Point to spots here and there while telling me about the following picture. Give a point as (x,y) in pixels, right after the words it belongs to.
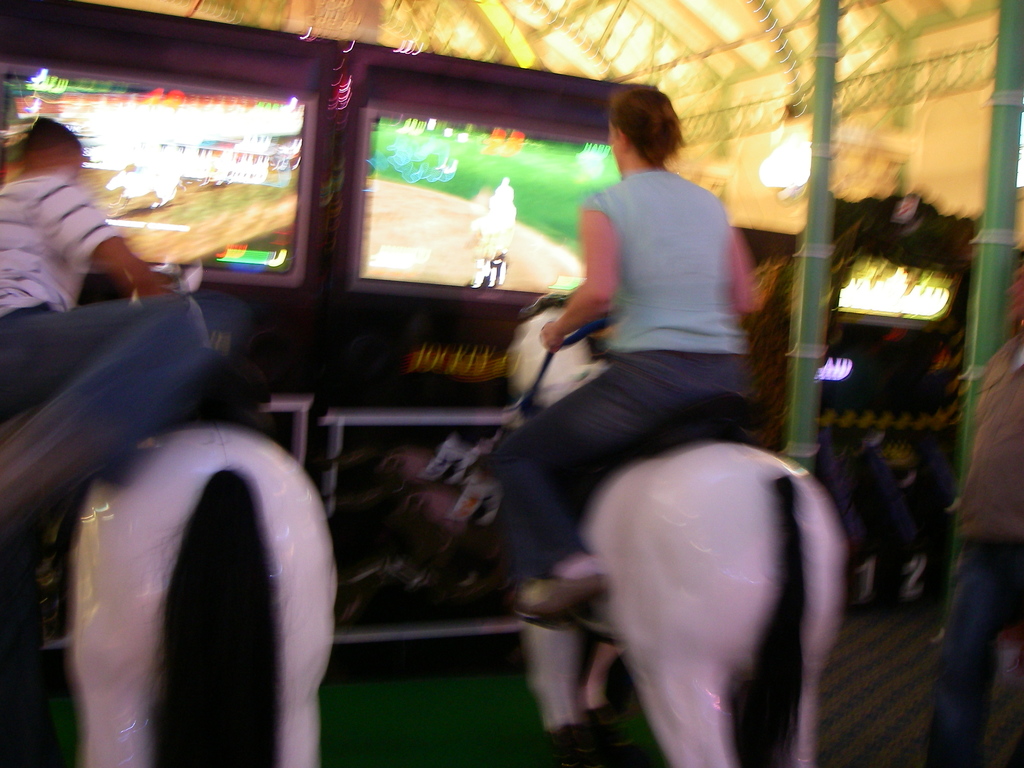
This image is clicked in a gaming room (421,406) where there are two horses (650,599), toy horses (662,573), two people (86,237) sat on those Horses (553,367) and in front of them there are two screens (255,174).
